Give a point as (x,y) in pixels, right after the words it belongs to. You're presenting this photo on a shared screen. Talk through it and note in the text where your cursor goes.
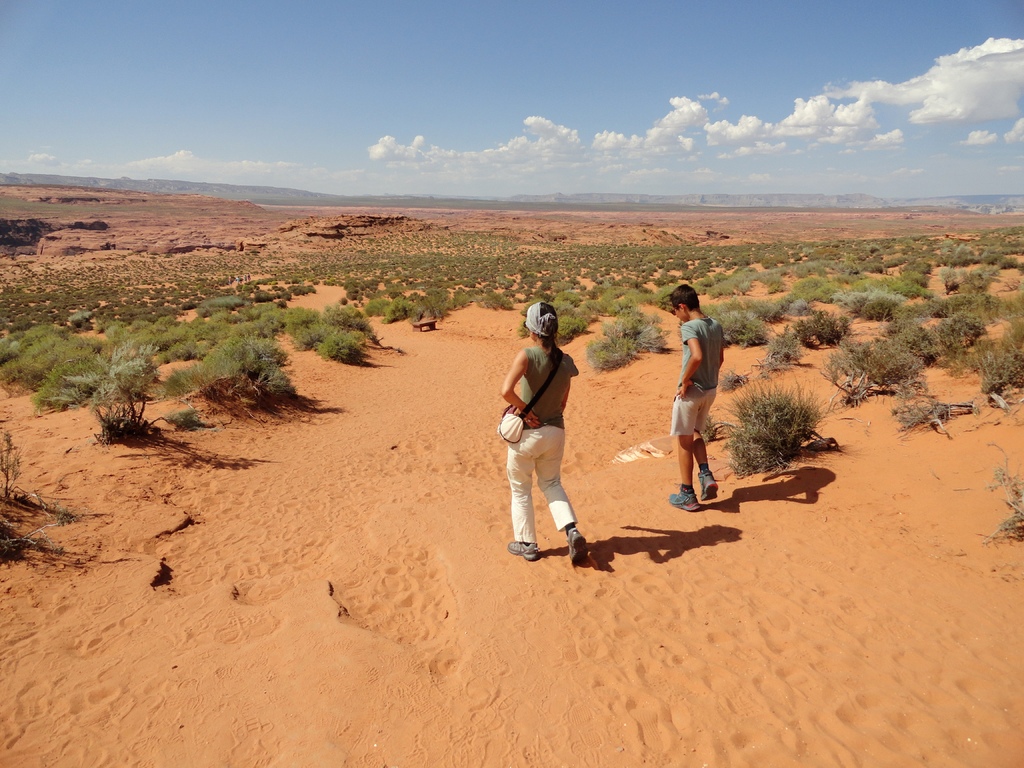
In the middle (557,443) 2 persons (549,322) are walking on the sand (659,594), they wore t-shirts (715,325). There are trees (457,301) in the sand (467,337), at the top (416,112) it is the sky (416,112).
